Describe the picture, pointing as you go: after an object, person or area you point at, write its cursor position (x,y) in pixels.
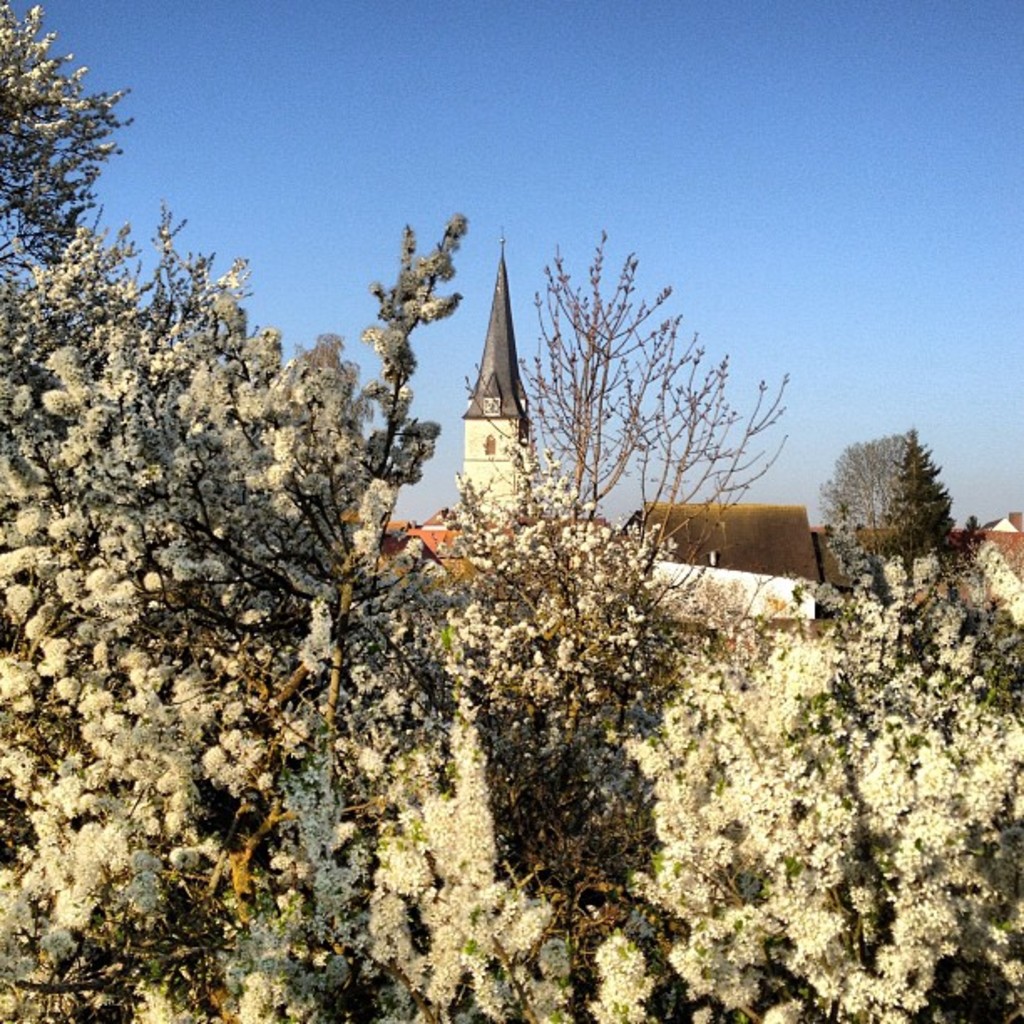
In the center of the image (451,628) we can see trees (577,653). In the background (985,74), we can see the sky (925,84), buildings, one tower (512,488), trees (886,490) and a few other objects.
